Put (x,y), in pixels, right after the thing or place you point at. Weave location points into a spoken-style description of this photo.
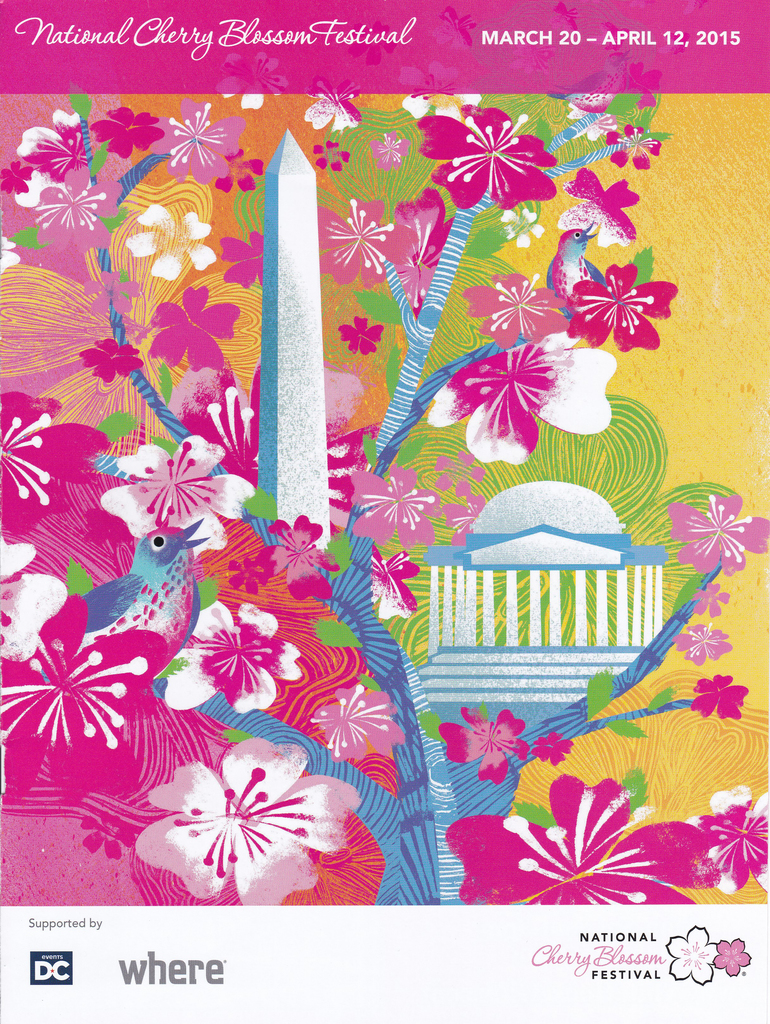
This image consists of a poster (366,702) with many images of flowers (186,678), a bird (177,586) and there is a text (648,975) on it.
